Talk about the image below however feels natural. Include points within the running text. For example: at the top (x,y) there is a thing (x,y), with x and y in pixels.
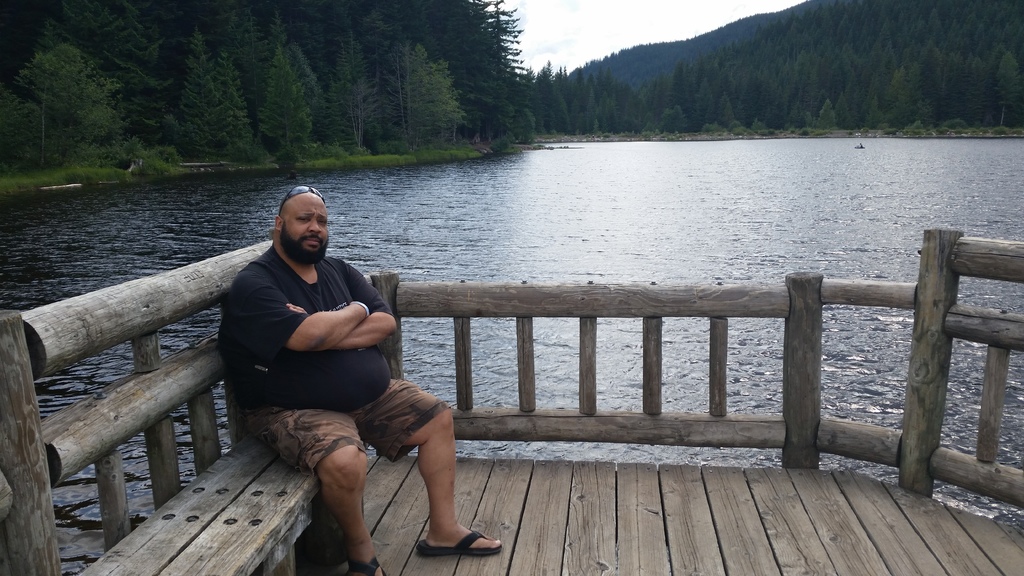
In this image there is the sky (548,37) towards the top of the image (591,37), there are trees (597,86) towards the top of the image (238,65), there is the grass (364,159), there is water (413,203), there is a wooden fence (654,332), there is a wooden floor (662,527) towards the bottom of the image (658,540), there is a man (359,416) sitting on a wooden bench (242,493).
